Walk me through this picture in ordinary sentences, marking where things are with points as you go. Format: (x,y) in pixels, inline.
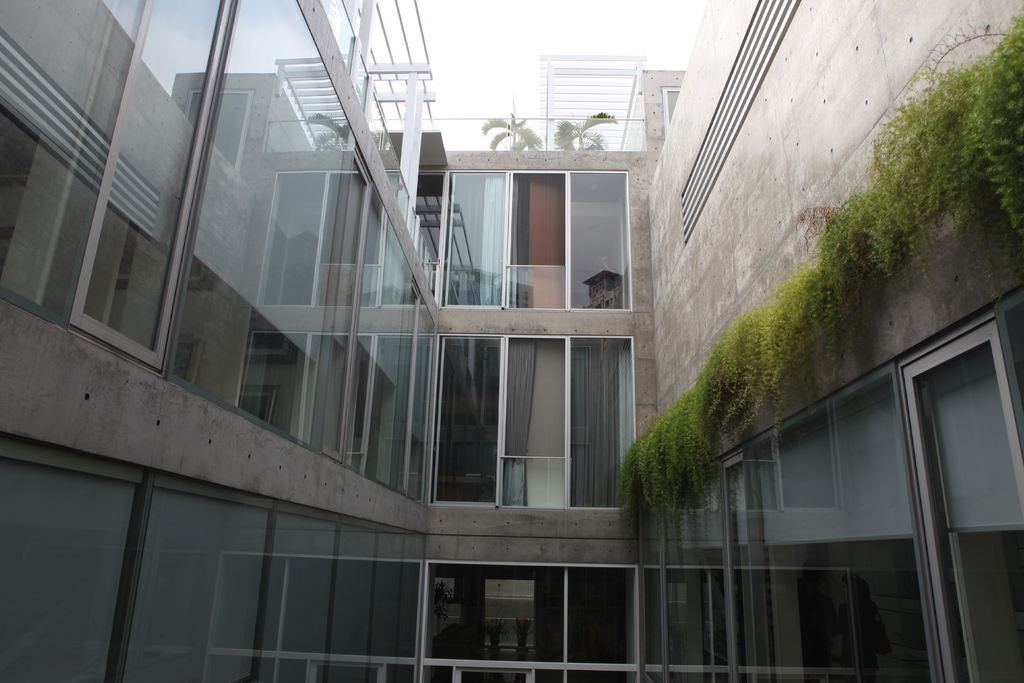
In this image there is a building (451,387) with walls (356,482), windows (560,574) and doors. There are a few plants (746,345). There are a few iron bars (395,64). There are two trees (517,145). At the top of the image (524,27) there is the sky (524,61).
